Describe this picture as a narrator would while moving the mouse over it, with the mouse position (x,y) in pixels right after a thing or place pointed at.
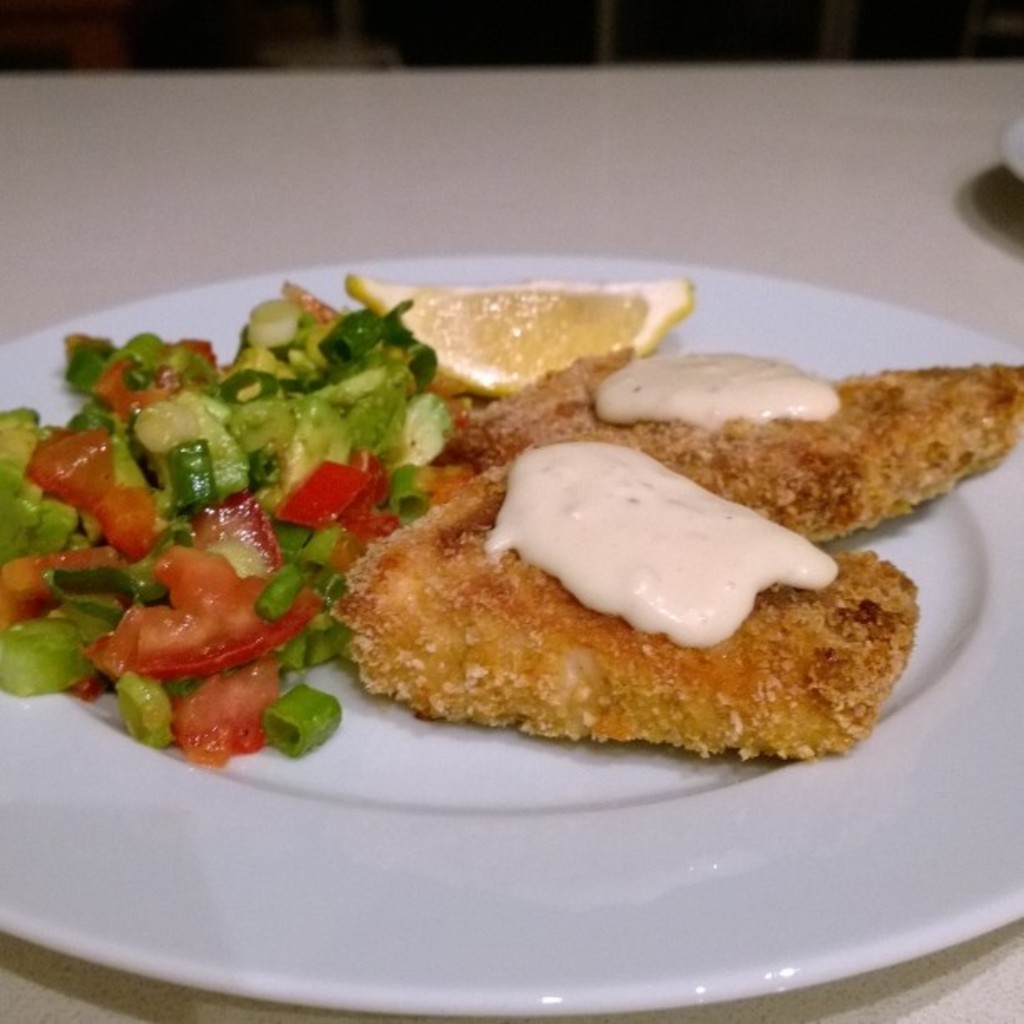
In this image I can see the food (530,699) in the plate (597,862). The food (505,589) is in brown, cream, yellow, red and green color. The plate (367,929) is on the white color surface (567,212).
